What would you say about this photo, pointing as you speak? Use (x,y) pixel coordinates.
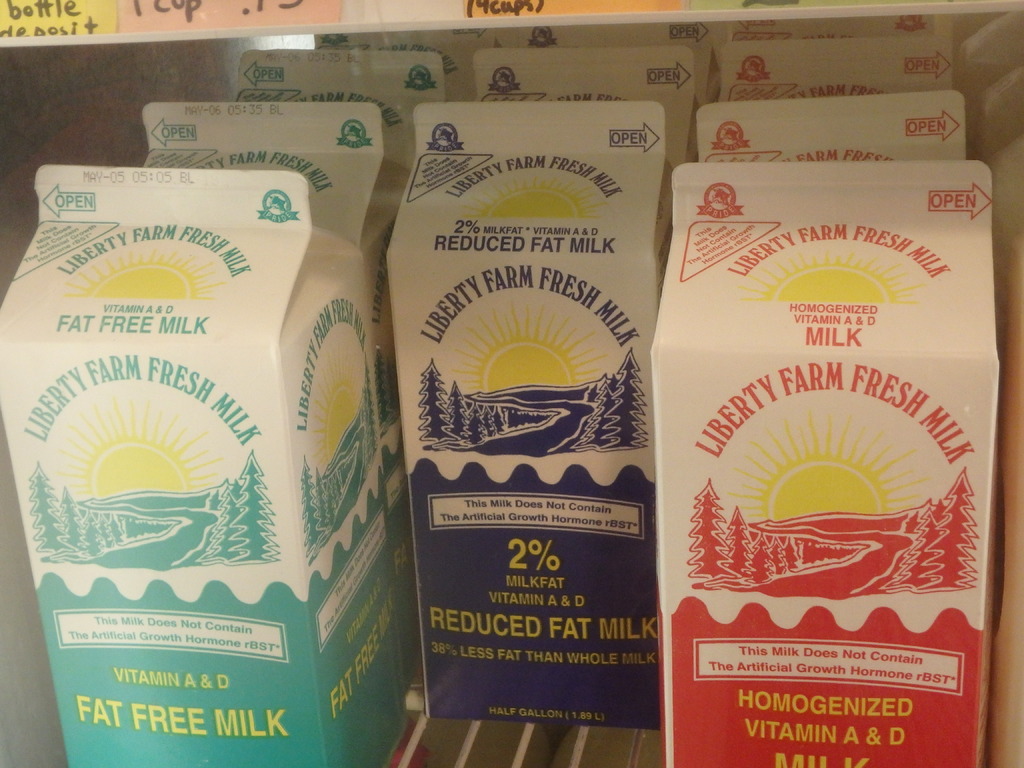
In the image on the tray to the left corner (55,492) there is a green color milk packet (297,403). In the middle of the image (566,325) on the tray (460,724) there is a blue colored milk packets (505,407). And to the right side of the image (988,378) there are red color milk packets (844,622). On the packets (859,489) there are labels (858,661) and names (640,634) on it. And to the top corner of the image (244,27) there are color papers (261,18) with something written on it.
